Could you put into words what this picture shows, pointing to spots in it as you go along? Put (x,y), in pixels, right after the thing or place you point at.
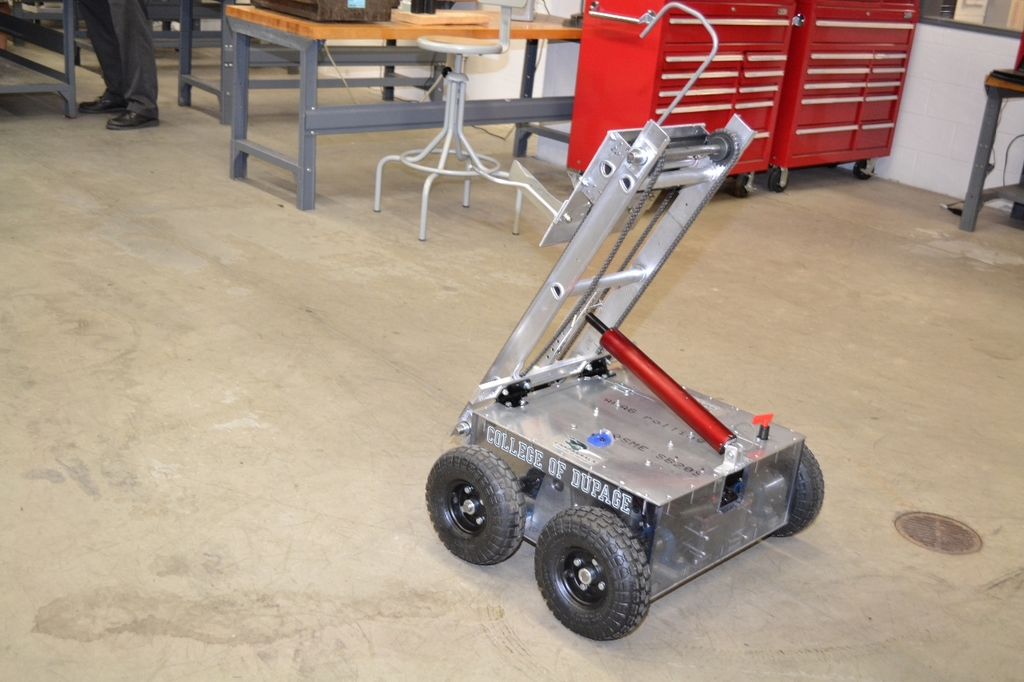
This is a room (242,340) and there is a vehicle (654,485) on the floor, few tables (328,110) and a person legs (131,77), chair (445,148).
